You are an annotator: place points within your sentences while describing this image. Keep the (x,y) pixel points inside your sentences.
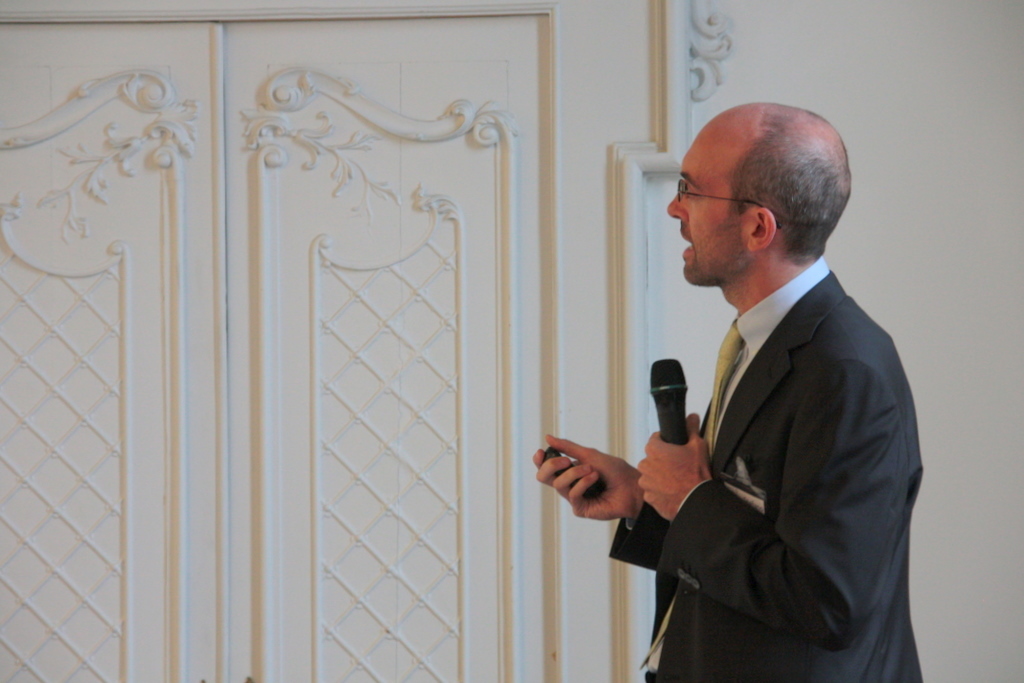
In the picture I can see a man (806,266) on the right side (715,493) and he is speaking on a microphone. He is wearing a suit (832,470) and a tie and he is holding an object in his right hand (583,461). In the background (634,453), I can see the design (328,261) on the wall (542,141).
